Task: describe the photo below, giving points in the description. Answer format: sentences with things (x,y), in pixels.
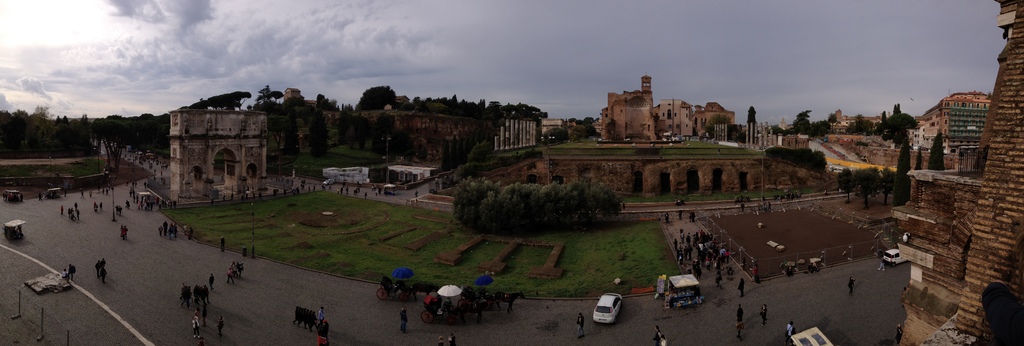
In this image we can see fort (633,121), arch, trees (370,132), persons (704,237), road (323,291), vehicles (441,299), umbrella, buildings (941,123), sky (544,56) and clouds (120,112).
